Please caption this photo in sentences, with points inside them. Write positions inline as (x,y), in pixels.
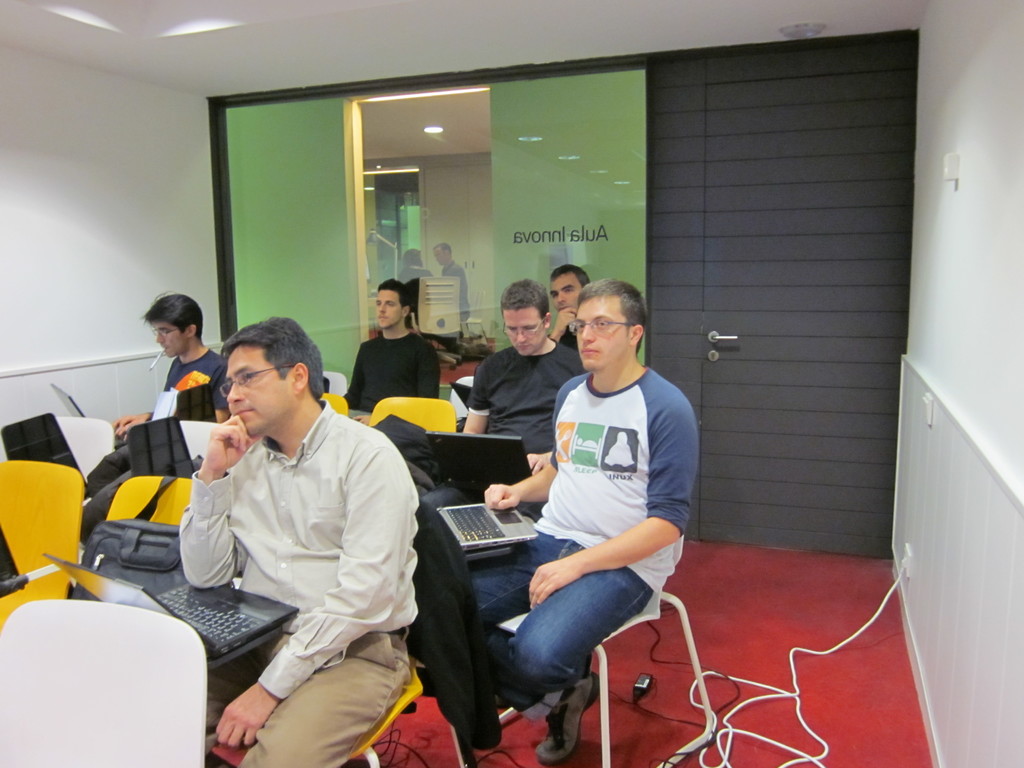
In this image there are group of people (372,356) sitting on the chairs (72,516) and there are laptops (106,576) and chairs (59,750). At the back (484,199) there is a door (831,283) and there is a glass wall (385,228) and there are two people (411,258) standing behind the glass (463,285). At the top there are lights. At the bottom (869,633) there are wires (654,631) on the mat (758,650).
